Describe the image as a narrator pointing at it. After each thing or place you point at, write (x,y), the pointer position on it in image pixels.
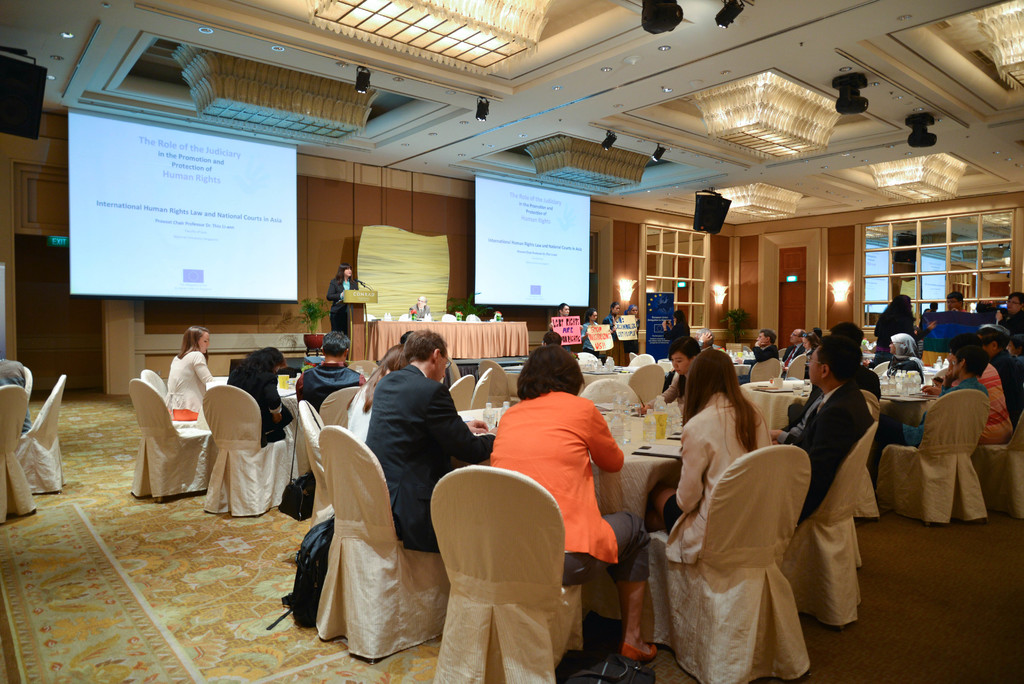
This picture shows a group of people (606,449) seated on the chairs (485,658) and we see few bottles (621,443) on the table (787,409) and we see a woman (341,289) Standing and speaking at a podium (352,350) the help of a microphone (357,282) and we see projector screens (290,164).
